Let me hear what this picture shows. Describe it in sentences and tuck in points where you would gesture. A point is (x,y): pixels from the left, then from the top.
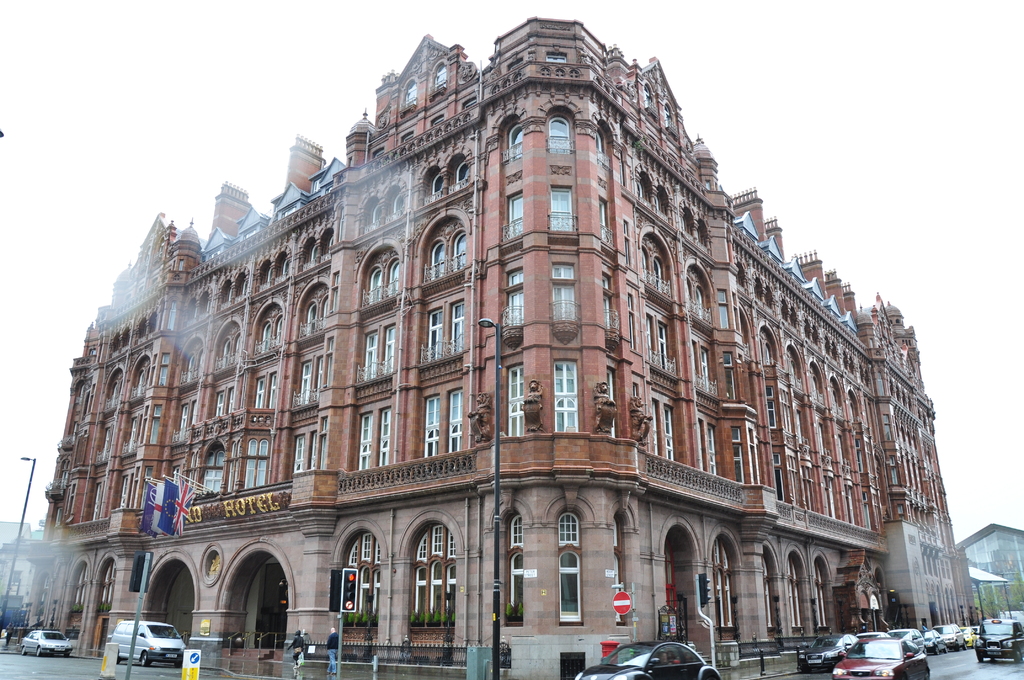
In this image there is a building (455,453), in front of the building (401,460) there are lamp posts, traffic signals (147,559) and sign boards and there are flags (158,525) on the building (239,530), in front of the building (157,596) there are a few people (332,661) walking on the pavement (320,664) and there are cars (128,649) passing on the road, beside the building (545,653) there are other buildings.
